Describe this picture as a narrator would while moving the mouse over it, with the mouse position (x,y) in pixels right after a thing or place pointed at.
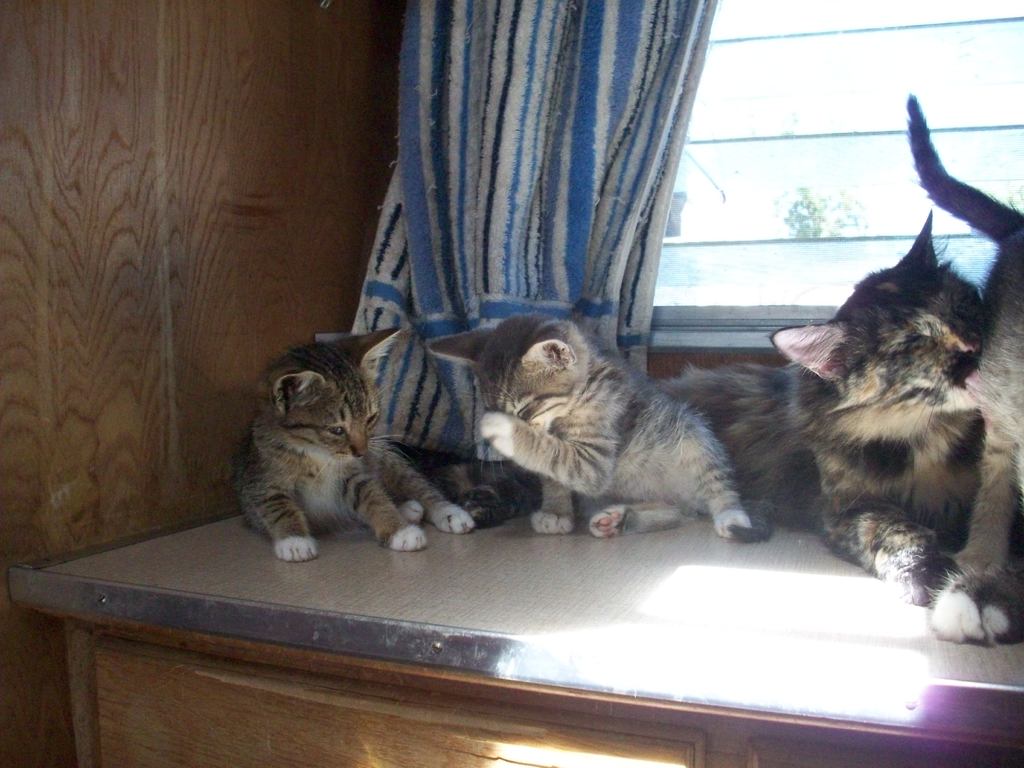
In this image, there are cats (522,433) on a wooden object (395,597). In the background (547,164), I can see a curtain (579,154), window (785,128) and a wooden wall (249,207).
